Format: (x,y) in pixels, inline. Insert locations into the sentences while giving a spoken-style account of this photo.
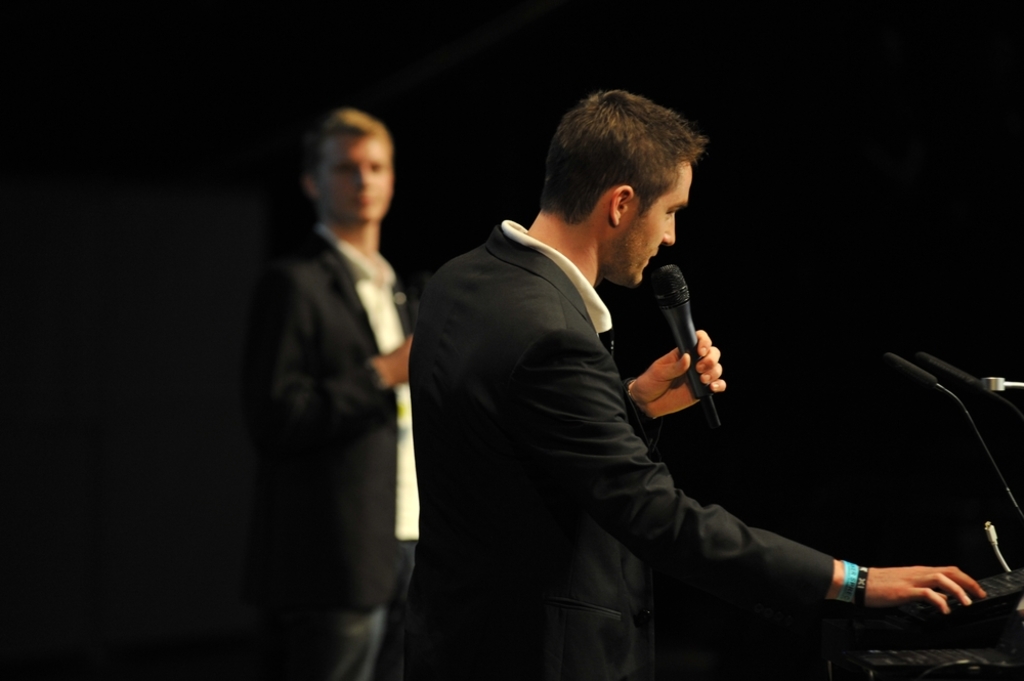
In this image I can see two people (448,637) where one man (454,296) is holding a mic (660,301) in his hand (721,388). I can also see mics (974,383) over here.
